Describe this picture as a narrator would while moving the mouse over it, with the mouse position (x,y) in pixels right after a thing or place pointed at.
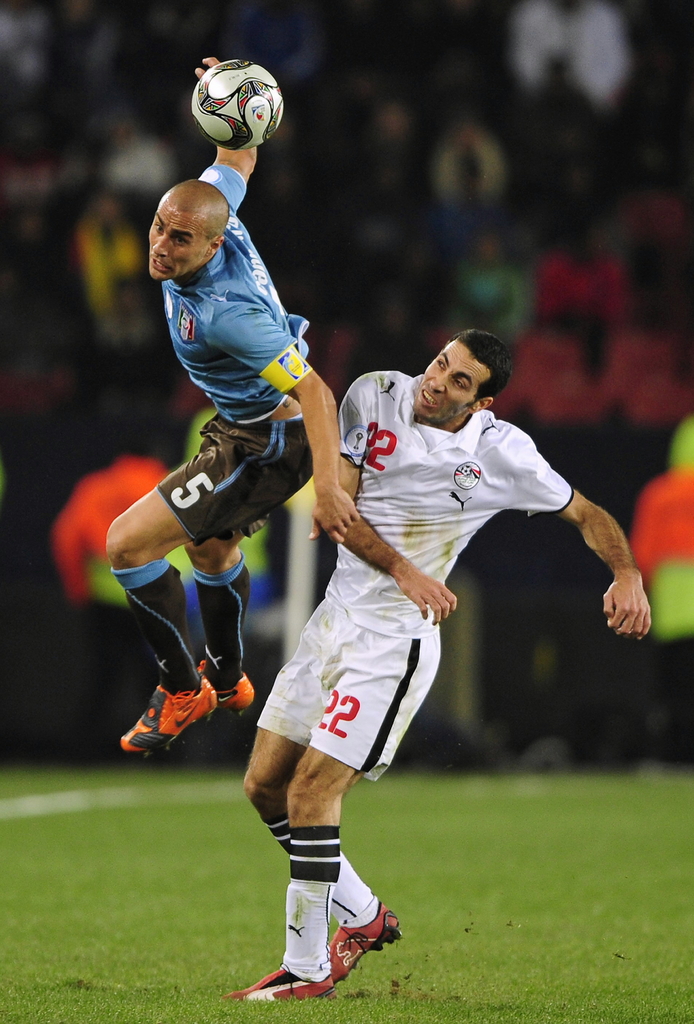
In this image I see 2 men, in which one of them is in air and another one is on the grass (495,1019). I also see that there is a ball (233,135) over here.
